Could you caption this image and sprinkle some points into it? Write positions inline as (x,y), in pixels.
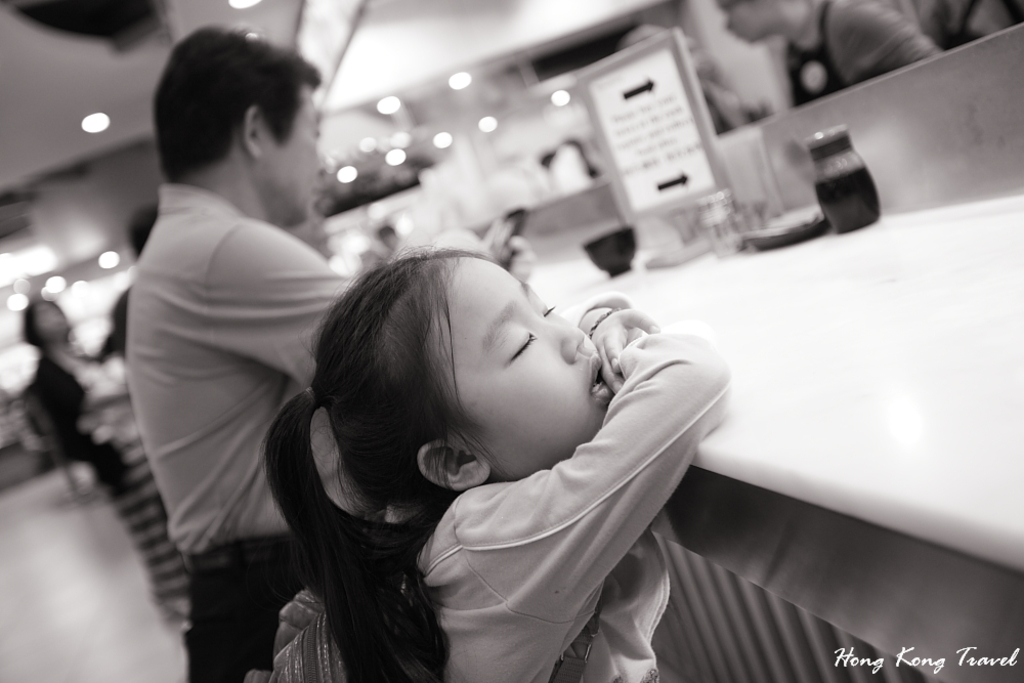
In this image a girl (620,505) is carrying a bag (302,675). She kept her hands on the table (833,424). Beside her there is a person (233,394). Left side (82,578) few persons (43,350) are standing on the floor (100,582). There is a jar (823,203), glass (713,231), bowl (607,243) and plate (763,228) are on the table (839,287). Behind the table (784,302) there are few persons (947,19). Few lights (13,268) are attached to the roof (453,68).
